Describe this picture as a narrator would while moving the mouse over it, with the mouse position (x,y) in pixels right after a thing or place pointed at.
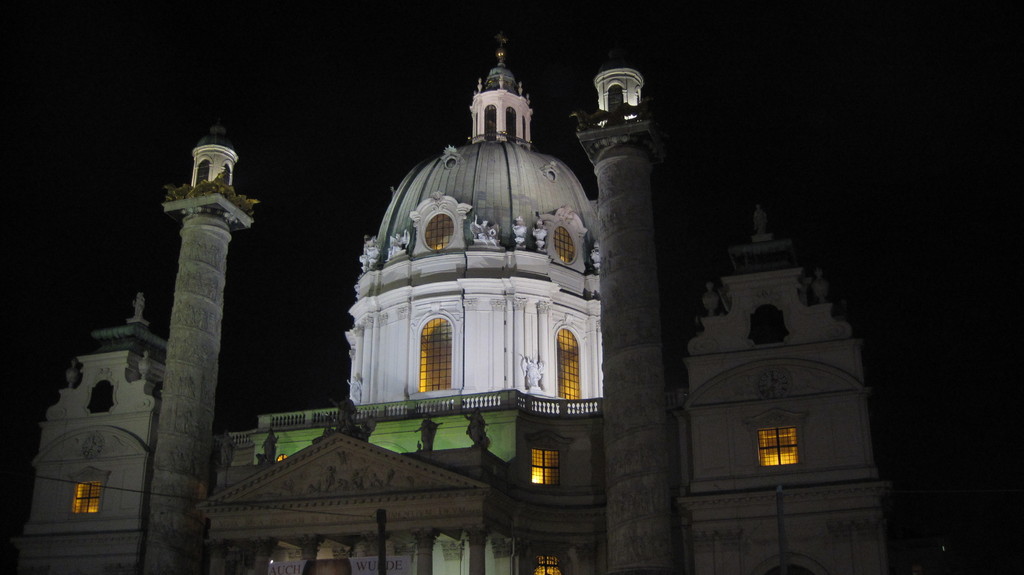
In this image I see a building (484,337) which is of white in color and I see lights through the windows (784,451) and it is dark in the background (814,247) and I see something is written over here.
